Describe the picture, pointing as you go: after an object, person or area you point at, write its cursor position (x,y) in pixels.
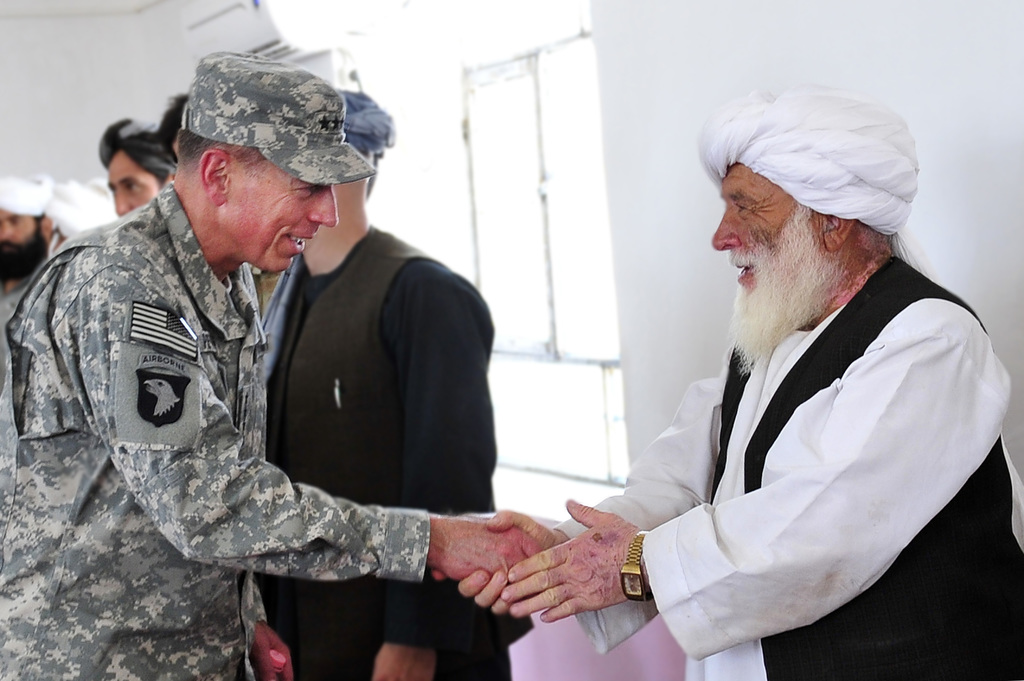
In this image, there are two persons (246,409) wearing clothes (193,411) and shaking hands (504,570). There is a person (450,378) in the middle of the image (408,279) standing in front of the wall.
